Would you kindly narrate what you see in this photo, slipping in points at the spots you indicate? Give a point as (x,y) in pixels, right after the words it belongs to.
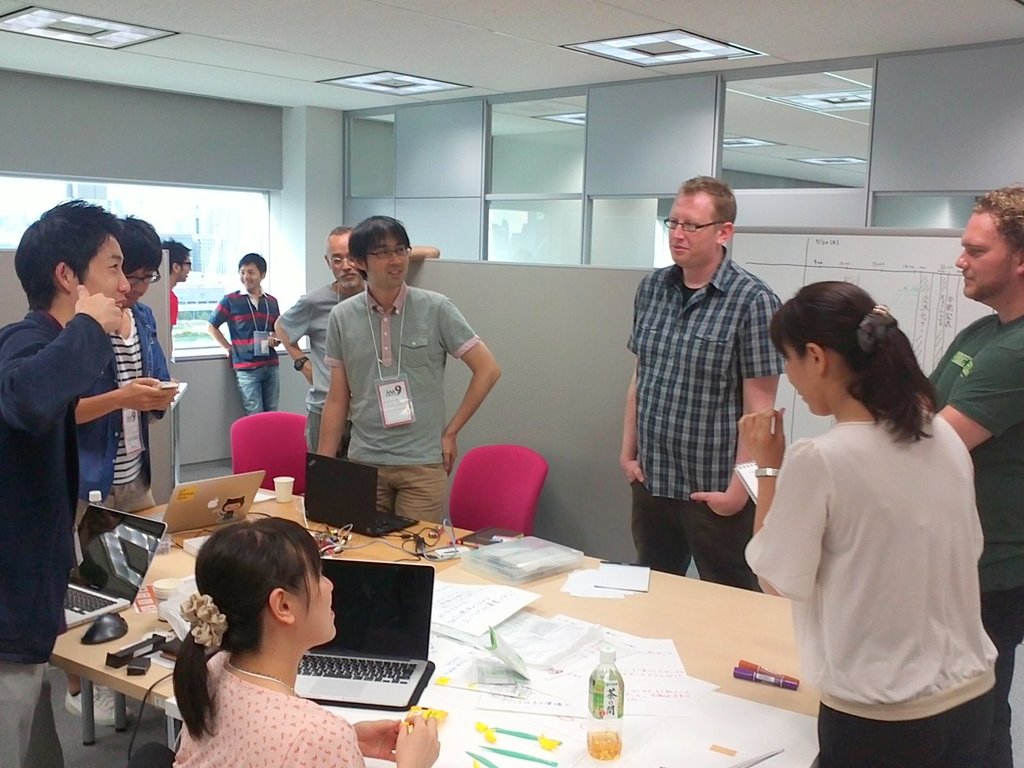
In the center of the image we can see a table (591,602). On the table (739,619) we can see the laptops (433,574), papers (525,657), bottle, pens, markers (752,671), glasses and some other objects (552,649). Beside the table (717,628) we can see some people (976,407) are standing. On the right side of the image (851,462) we can see a lady (914,492) is standing and holding a paper (742,476). At the bottom of the image (232,736) we can see a lady (296,739) is sitting. In the background of the image (588,265) we can see the chairs (529,515), floor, wall (301,217), board (781,258), glass (921,226), window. On the board (796,430) we can see the text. At the top of the image (325,94) we can see the roof (237,65) and lights (678,54).
